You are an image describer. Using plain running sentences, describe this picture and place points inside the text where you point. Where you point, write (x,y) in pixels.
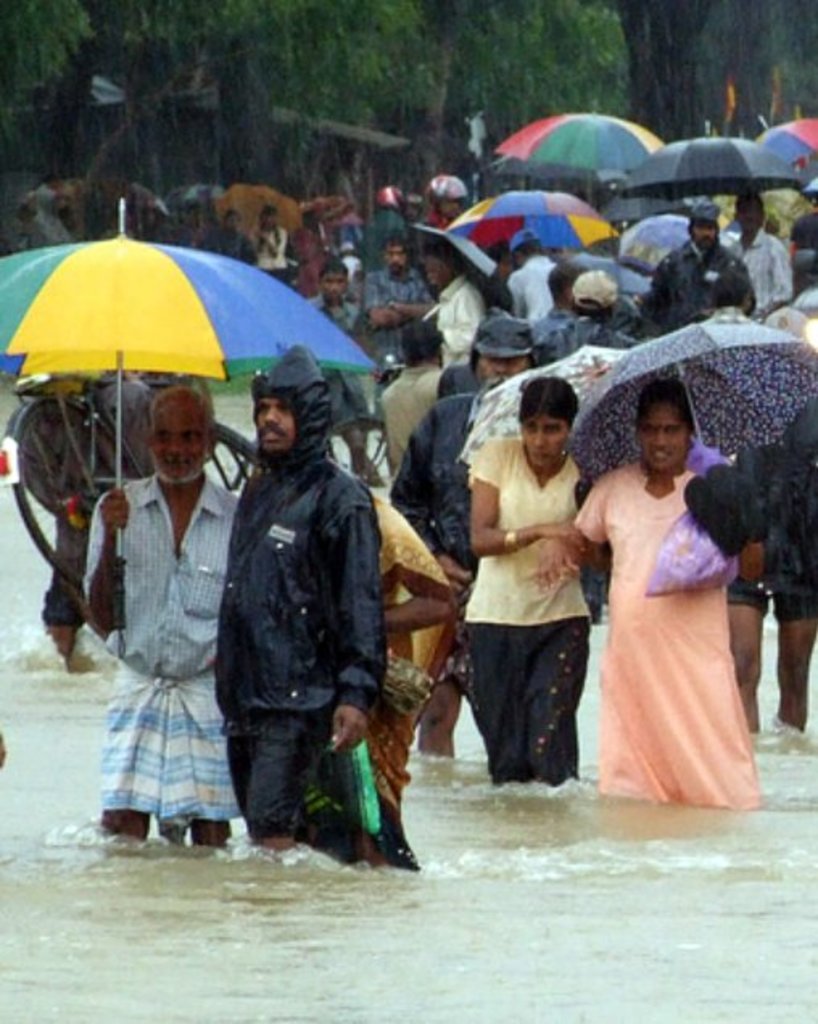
In this picture we can see a man (349,482) who is wearing raincoat (287,476) and holding a bag (356,746). Besides him we can see an old man (202,569) who is holding an umbrella (132,341). On the right (658,461) we can see two women (637,638) are also holding umbrella (781,385). On the background (777,295) we can see many persons (31,237) standing in the rain (637,107). On the bottom (443,1004) we can see water (444,1006). On the top (368,110) we can see many trees (717,49).
